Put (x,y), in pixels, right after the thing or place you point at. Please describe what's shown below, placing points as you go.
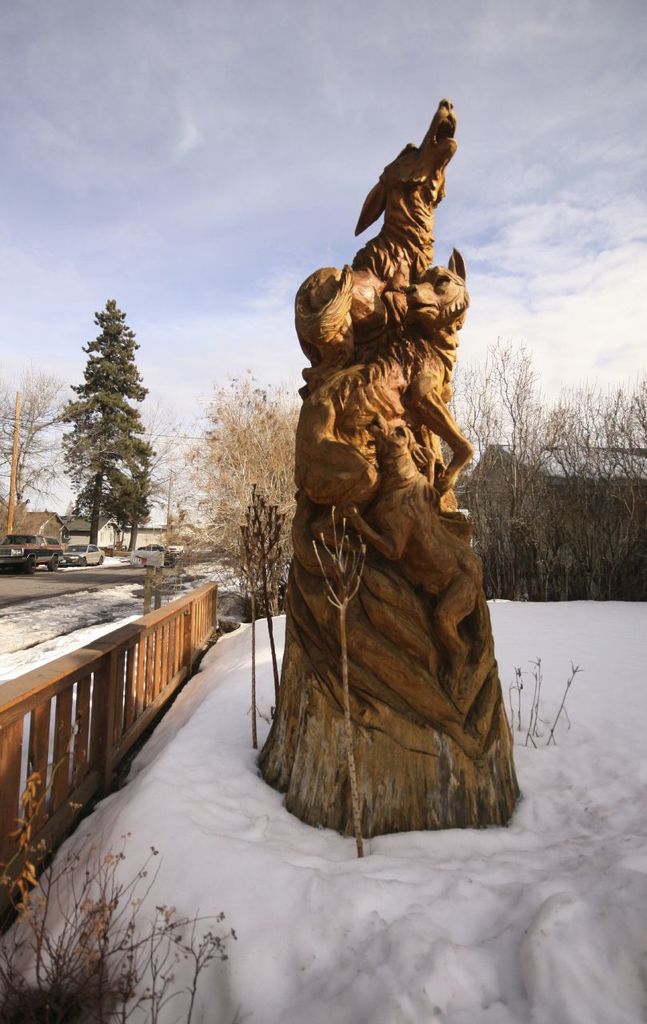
This picture is clicked outside. In the foreground (564,780) we can see there is a lot of snow (221,809) and we can see the sculptures (415,285) of animals (423,257). In the background (114,132) there is a sky (406,119) and we can see the trees (103,406), houses (75,520) and some vehicles (62,562). On the left (54,676) we can see the wooden fence (146,669).
